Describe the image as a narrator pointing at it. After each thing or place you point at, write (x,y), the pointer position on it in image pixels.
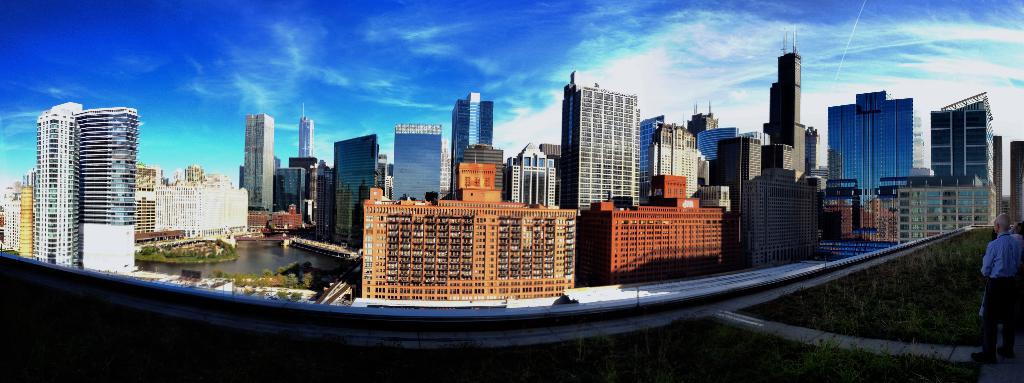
There is a grassy land (488,358) at the bottom of this image (467,364) and there are some buildings (526,245) in the background (697,224). There is a cloudy sky (297,82) at the top of this image (565,56). There are two persons (1005,284) standing at the bottom right side of this image (989,299). There is a pond (247,266) on the left side of this image (248,259).
